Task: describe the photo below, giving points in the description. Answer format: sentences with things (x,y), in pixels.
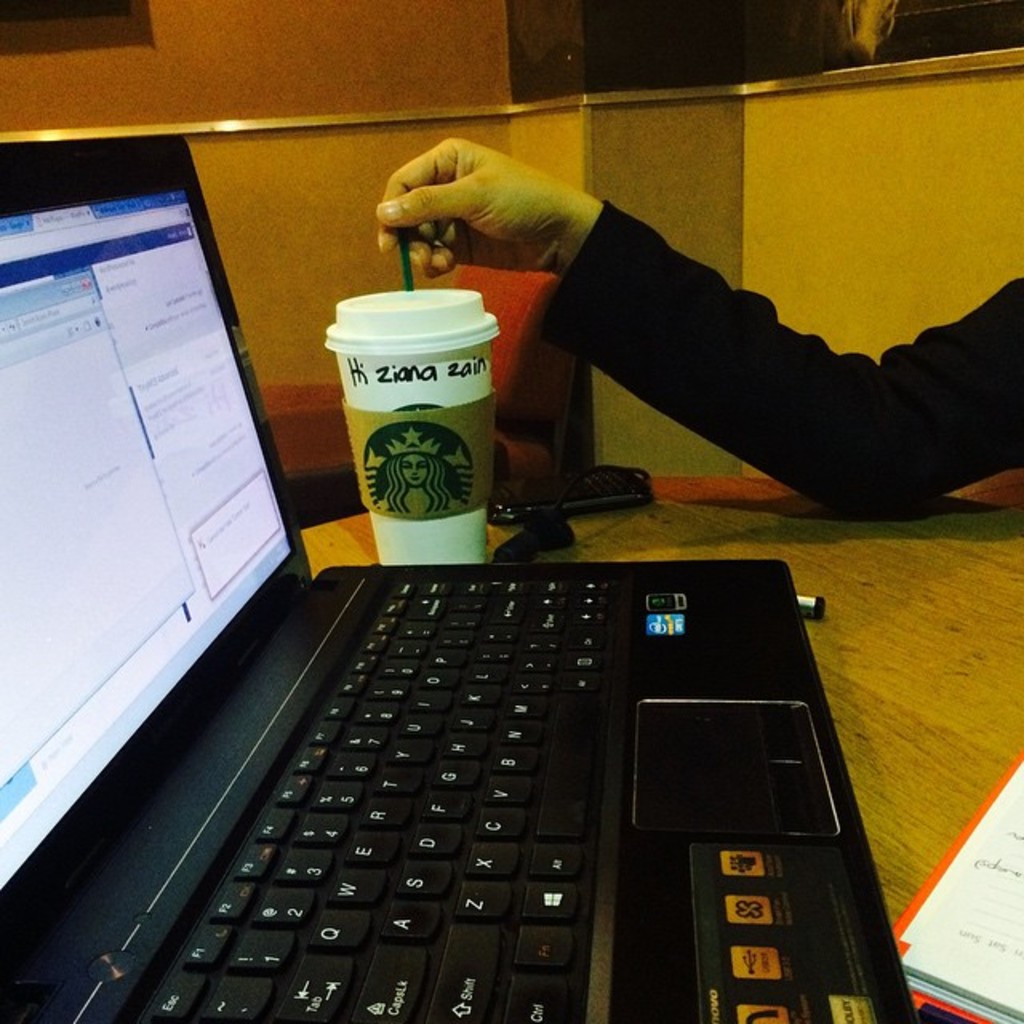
In this picture there is a laptop (350,669) on the table (609,531) and a Starbucks coffee cup (463,527) on which HI ZIANA ZAIN is written.
